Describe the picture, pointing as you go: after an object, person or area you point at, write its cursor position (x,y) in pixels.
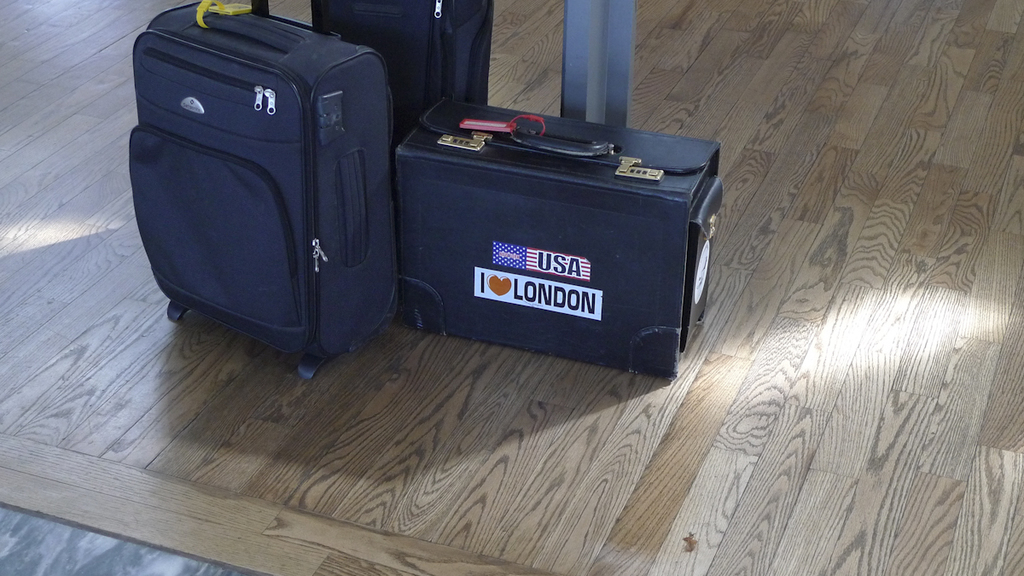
In this picture we can see baggage (434,141).
